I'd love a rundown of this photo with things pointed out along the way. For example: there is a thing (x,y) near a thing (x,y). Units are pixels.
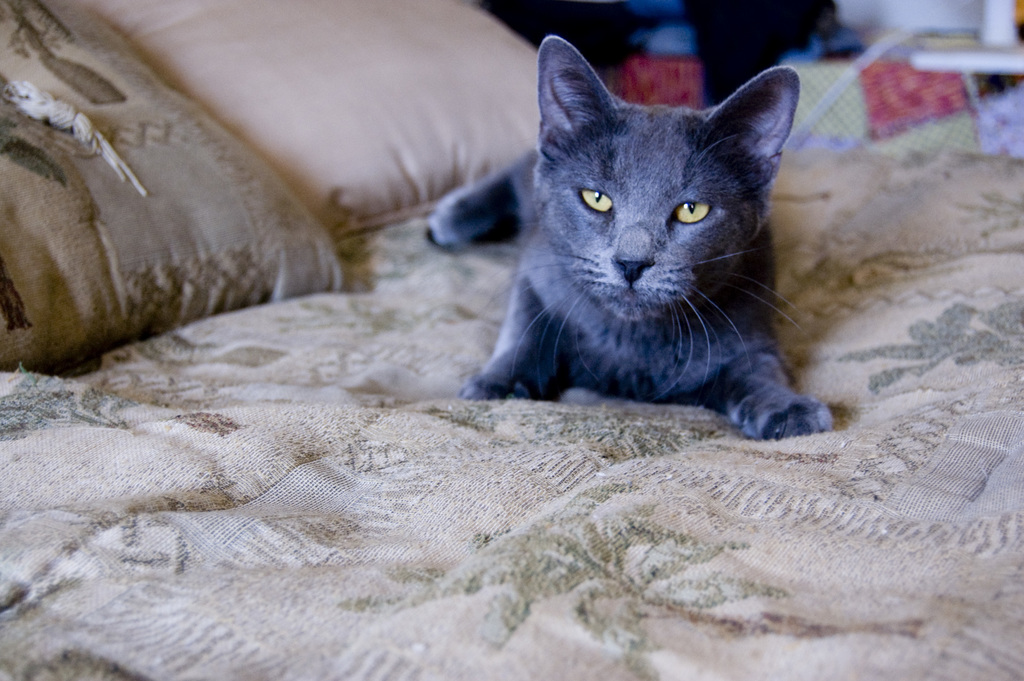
In this image I can see the cat (648,364) on the bed (835,351) and the cat (709,326) is in grey color. Background (970,61) I can see the table (929,54) and the wall (889,16) is in white color.
